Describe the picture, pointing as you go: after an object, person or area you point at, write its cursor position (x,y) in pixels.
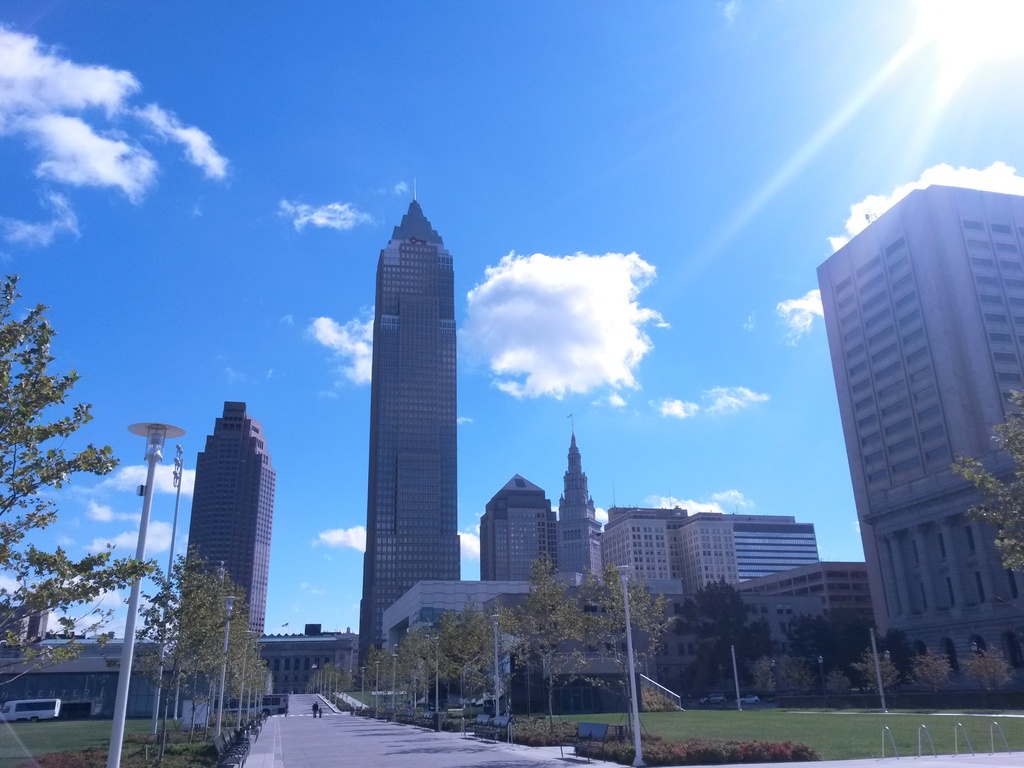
On the left side (124,719), there are poles (123,727), trees (189,656), plants (178,735) and grass (63,730) on the ground (57,729). In the middle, there is road (484,740). On the right side (950,741), there are poles (437,636), trees (703,682), plants (657,695) and grass (759,725) on the ground (837,717). In the background (909,568), there are buildings (316,639), vehicles (269,702) on the road (354,726) and there are clouds (359,544) in the blue sky (479,411).
